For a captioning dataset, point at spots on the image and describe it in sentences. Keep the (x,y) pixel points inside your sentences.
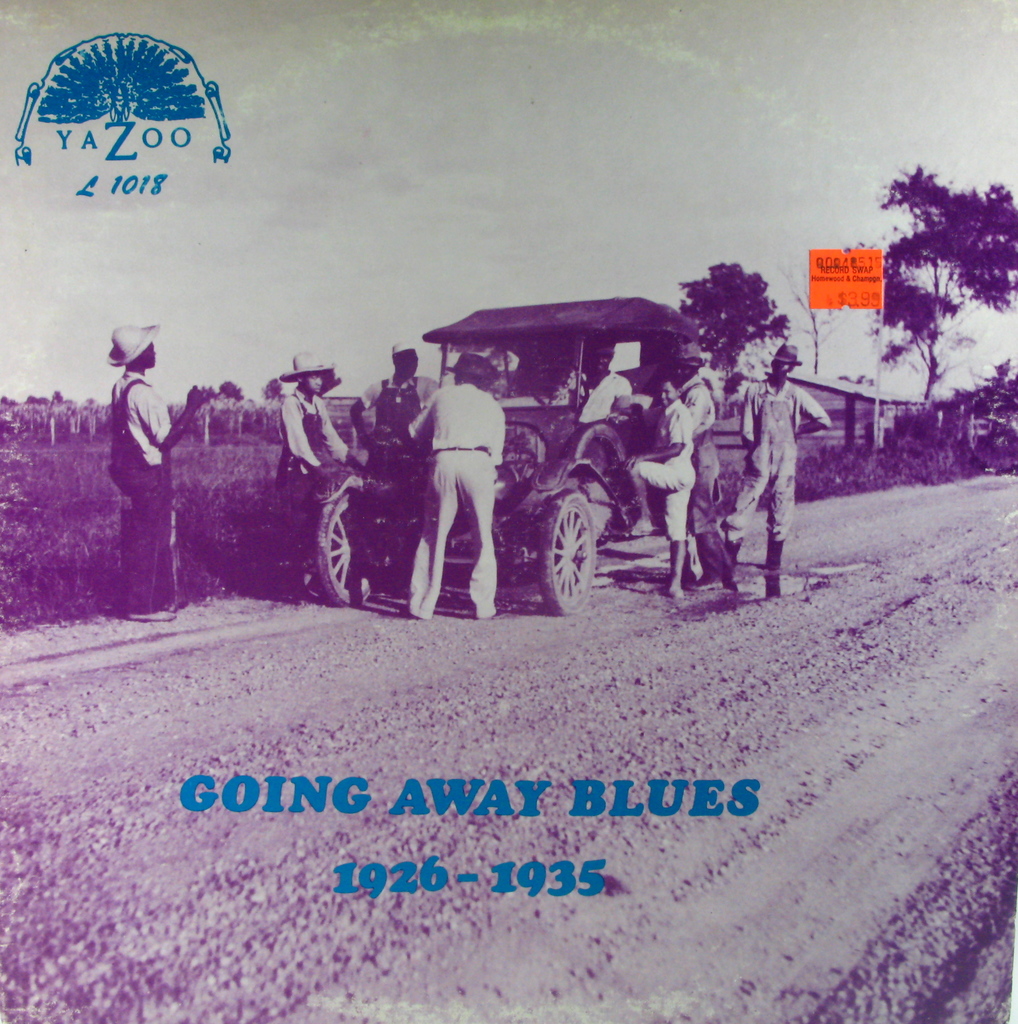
In this image, we can see a group of people (301,524) are standing near the vehicle (583,499). At the bottom (654,864), there is a road (767,830). Background (996,444) we can see few plants (227,551), trees (1010,393), houses (884,410), pole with board (836,281). Few are wearing a hat (328,368). Top of the image (524,192), we can see the sky (394,191) Left top corner, we can see some logo (133,98). At the bottom of the image (530,864), we can see some text (197,805).
